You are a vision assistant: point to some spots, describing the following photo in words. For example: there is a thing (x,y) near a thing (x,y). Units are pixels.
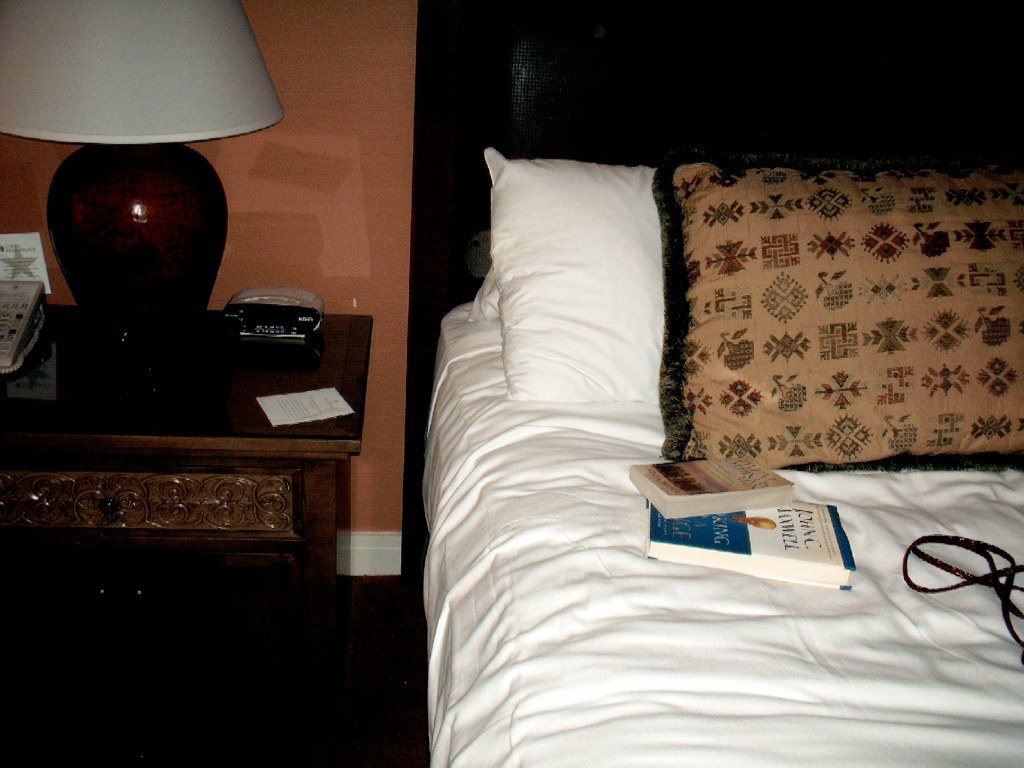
There is a bed (680,672) and there are two books (748,509) kept on the bed (623,566), On the left side (156,416) there is a table (136,361) and on the table (165,373) there is a lamp (86,102) and some other objects (10,336) and behind the table (232,368) there is a wall (300,222).
